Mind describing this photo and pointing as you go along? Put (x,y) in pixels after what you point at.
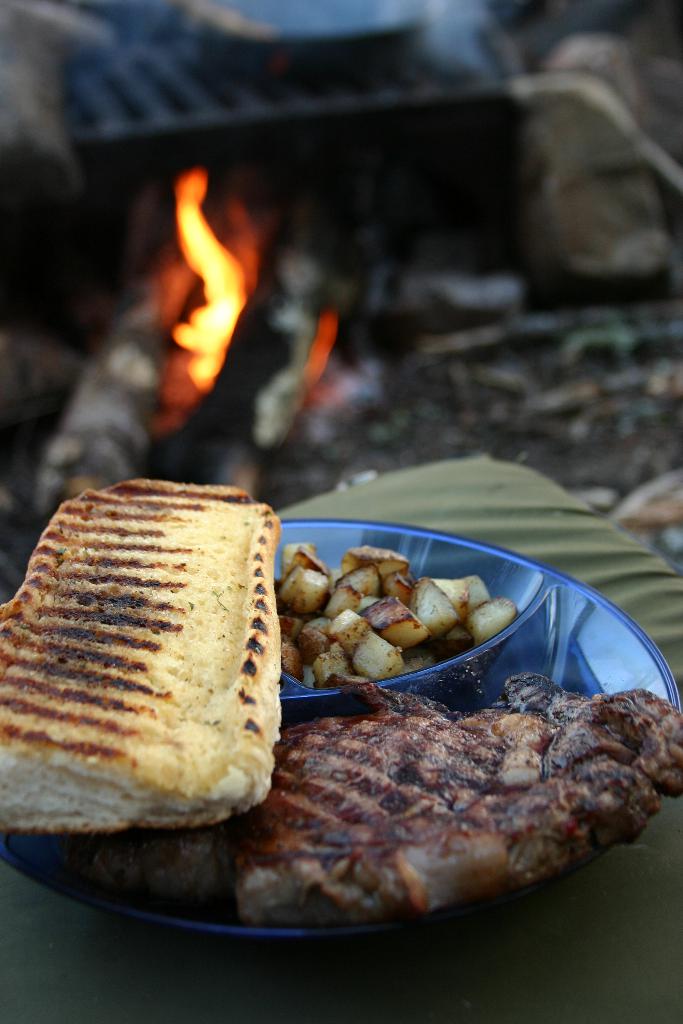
In the picture, there are some cooked food items (198,812) served on a plate (391,679) and in the background (222,317) there is some fire (176,267).
